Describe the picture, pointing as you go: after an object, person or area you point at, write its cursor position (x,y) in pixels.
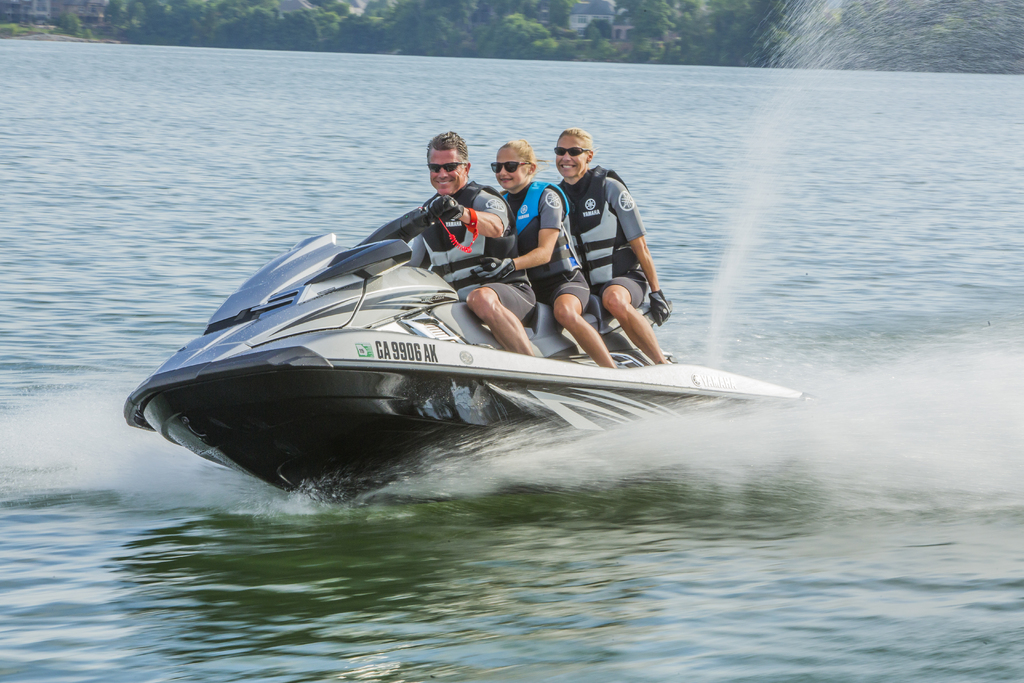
In this picture we can see there are three persons (495,215) sitting on a "Jet Ski" (348,288) which is on the water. At the top of the image (498,48), there are trees (563,26) and buildings (30,8).
